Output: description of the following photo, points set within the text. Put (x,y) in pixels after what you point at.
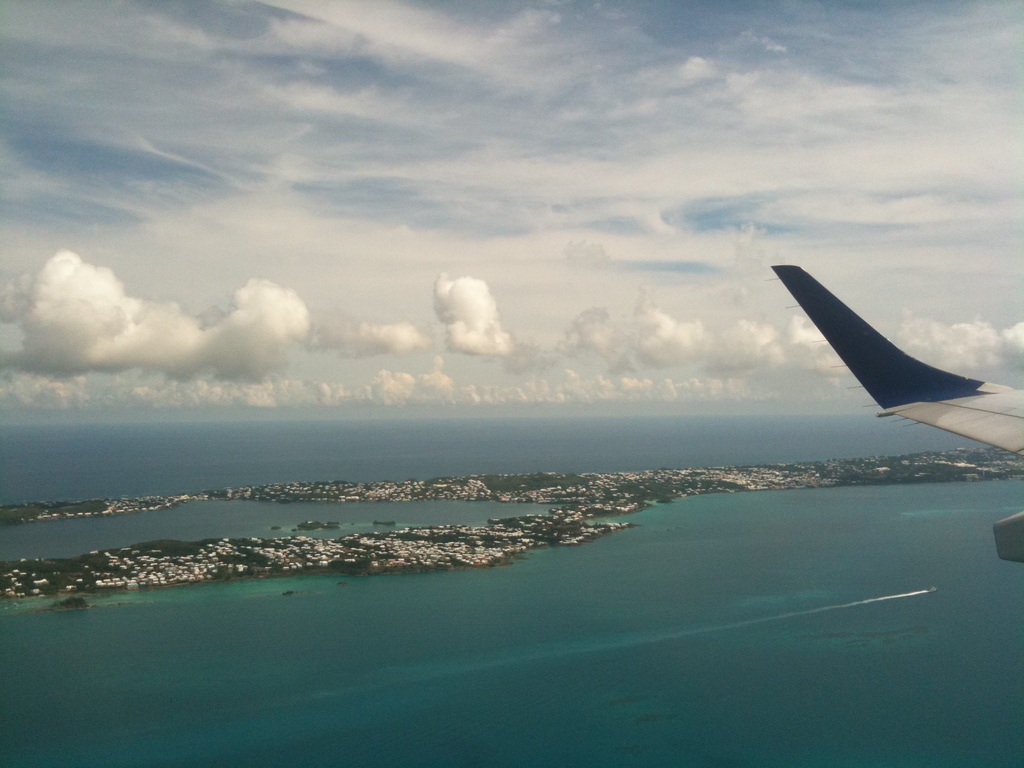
In this picture we can see an airplane wing (962,383), water (1001,514), some objects (831,477) and in the background (406,185) we can see the sky (447,192) with clouds (449,171).
